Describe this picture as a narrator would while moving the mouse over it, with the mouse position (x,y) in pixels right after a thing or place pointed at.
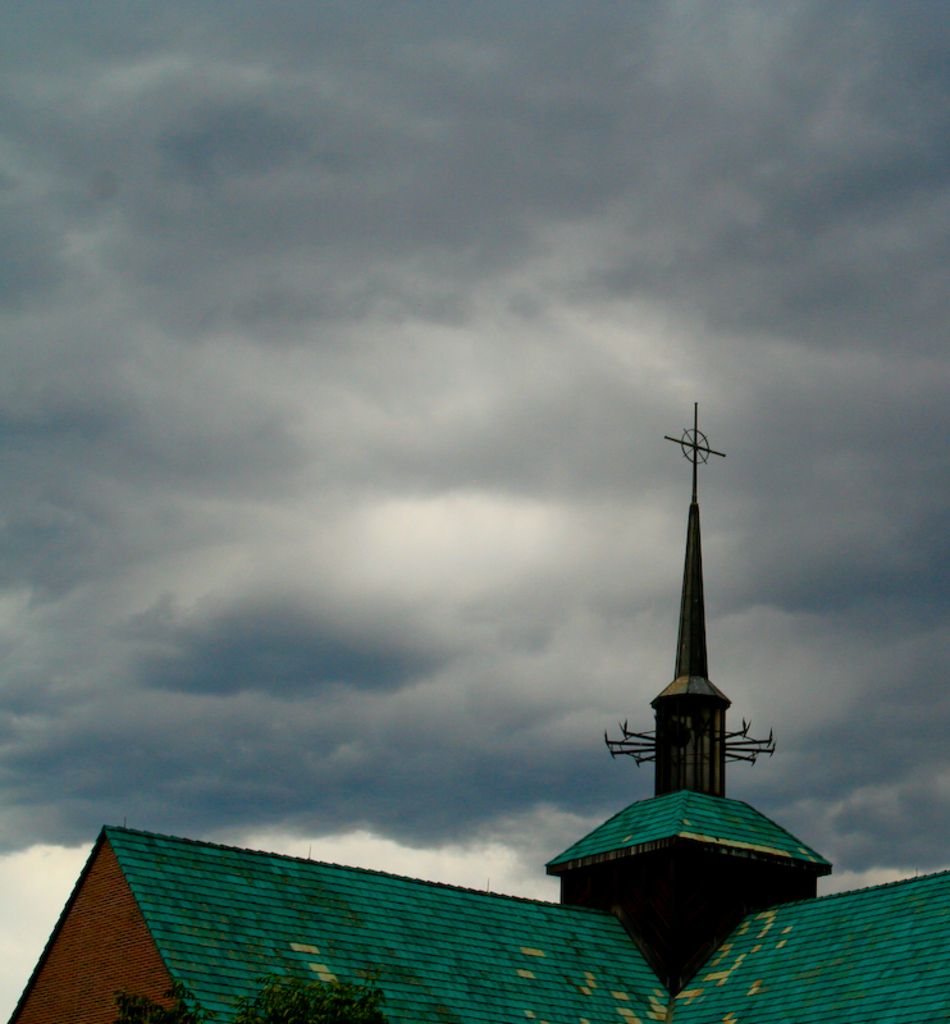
This picture shows a building (650,898) and a tower (681,755) on it and I can see a tree (182,1000) and a cloudy sky (509,588).
